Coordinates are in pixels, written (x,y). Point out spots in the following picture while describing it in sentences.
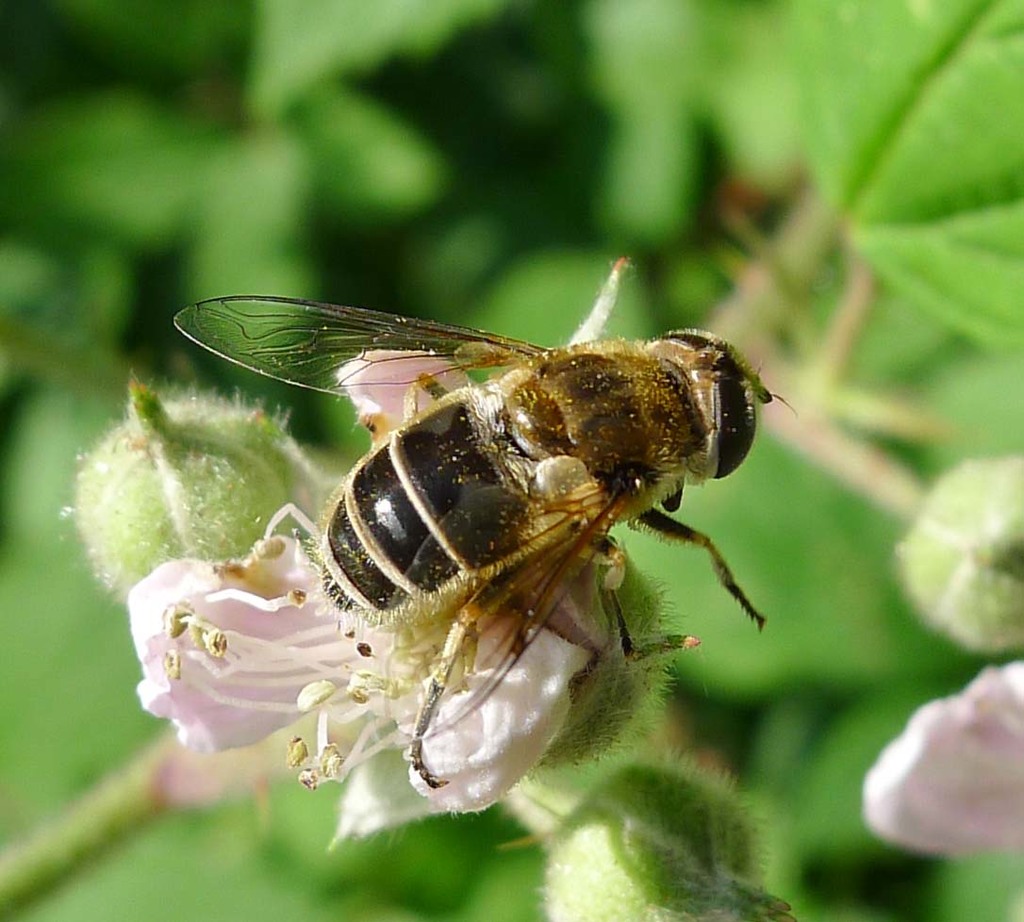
In this image there is a bee (428,535) sitting on the flower (345,636). In the background (28,175) there are green leaves (823,510) and small buds (948,509) of the flower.
